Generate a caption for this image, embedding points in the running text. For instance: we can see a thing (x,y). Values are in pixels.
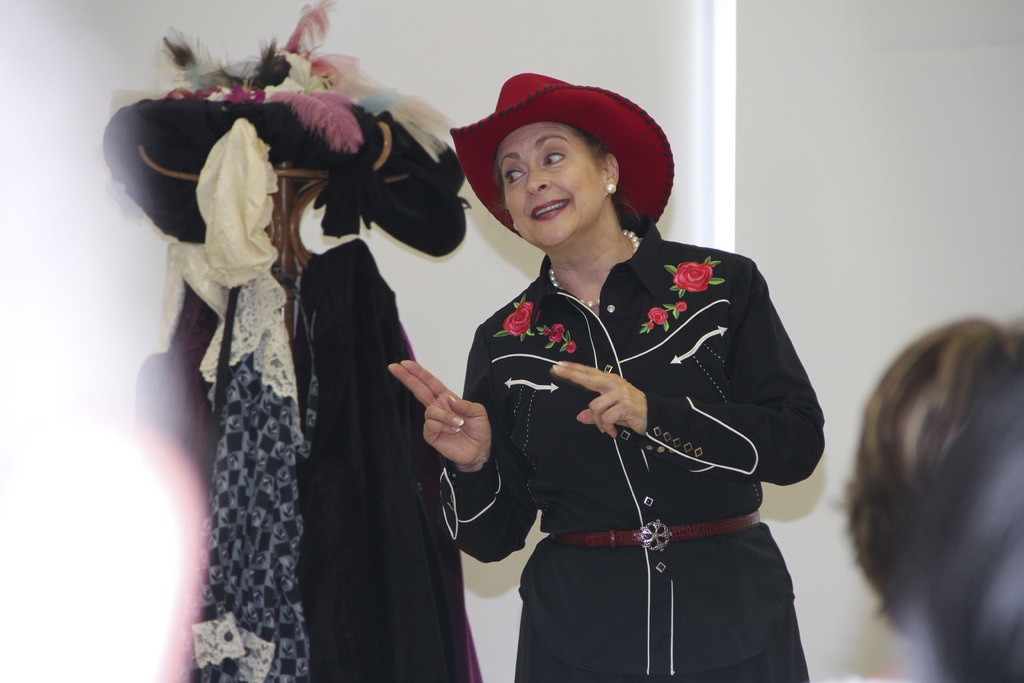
In this image we can see a woman (568,200) standing and wearing a hat (534,118), there is a stand (276,199) with some clothes (257,141) and other objects (275,138), also we can see the wall (844,604).
